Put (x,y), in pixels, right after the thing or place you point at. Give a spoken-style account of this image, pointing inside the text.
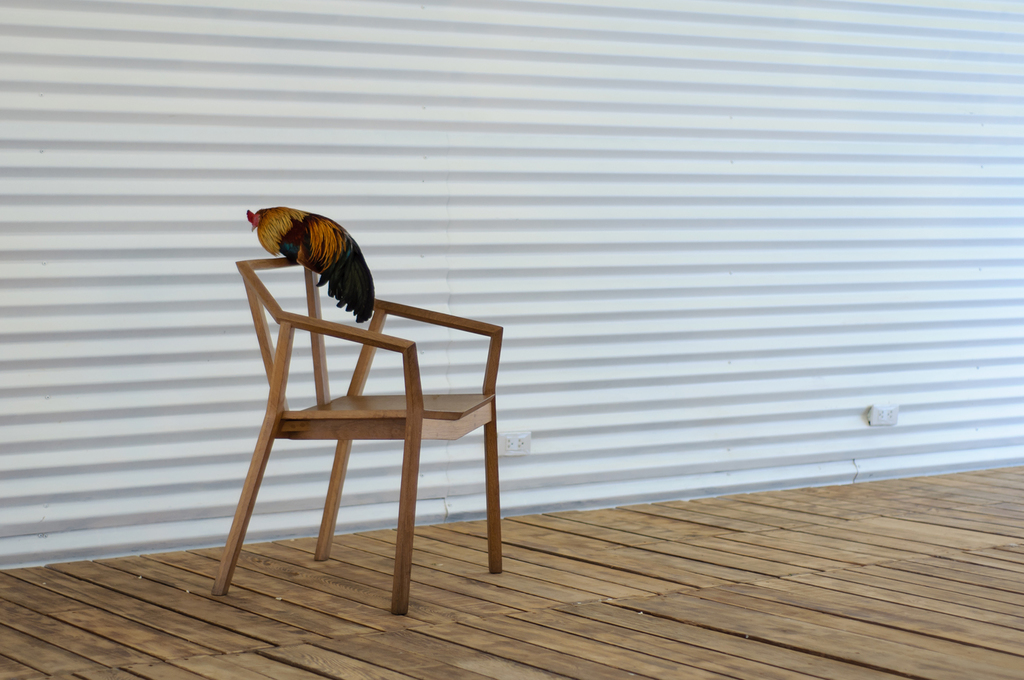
In this image i can see a cock (322,218) on the chair (323,435). in the background (647,338) i can see a wall (691,222).
